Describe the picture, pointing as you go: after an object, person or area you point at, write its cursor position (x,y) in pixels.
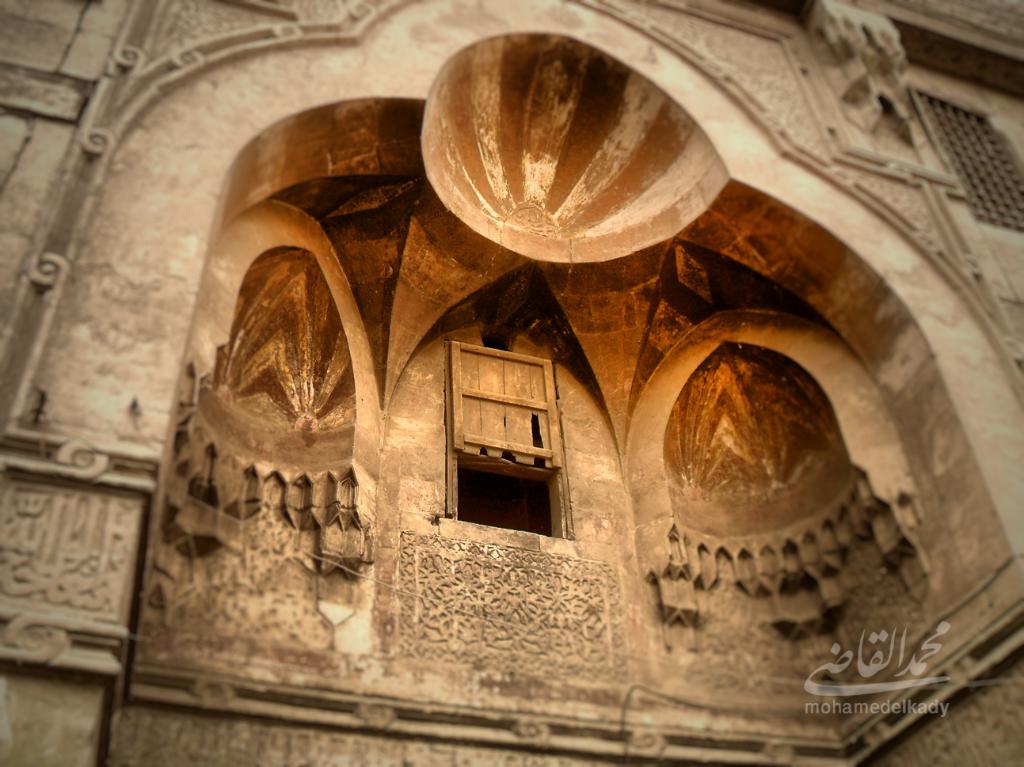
In this picture we can see a building (958,493) with windows (925,114), wall (37,286) with some carvings (570,631) on it and at the bottom right corner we can see a watermark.
